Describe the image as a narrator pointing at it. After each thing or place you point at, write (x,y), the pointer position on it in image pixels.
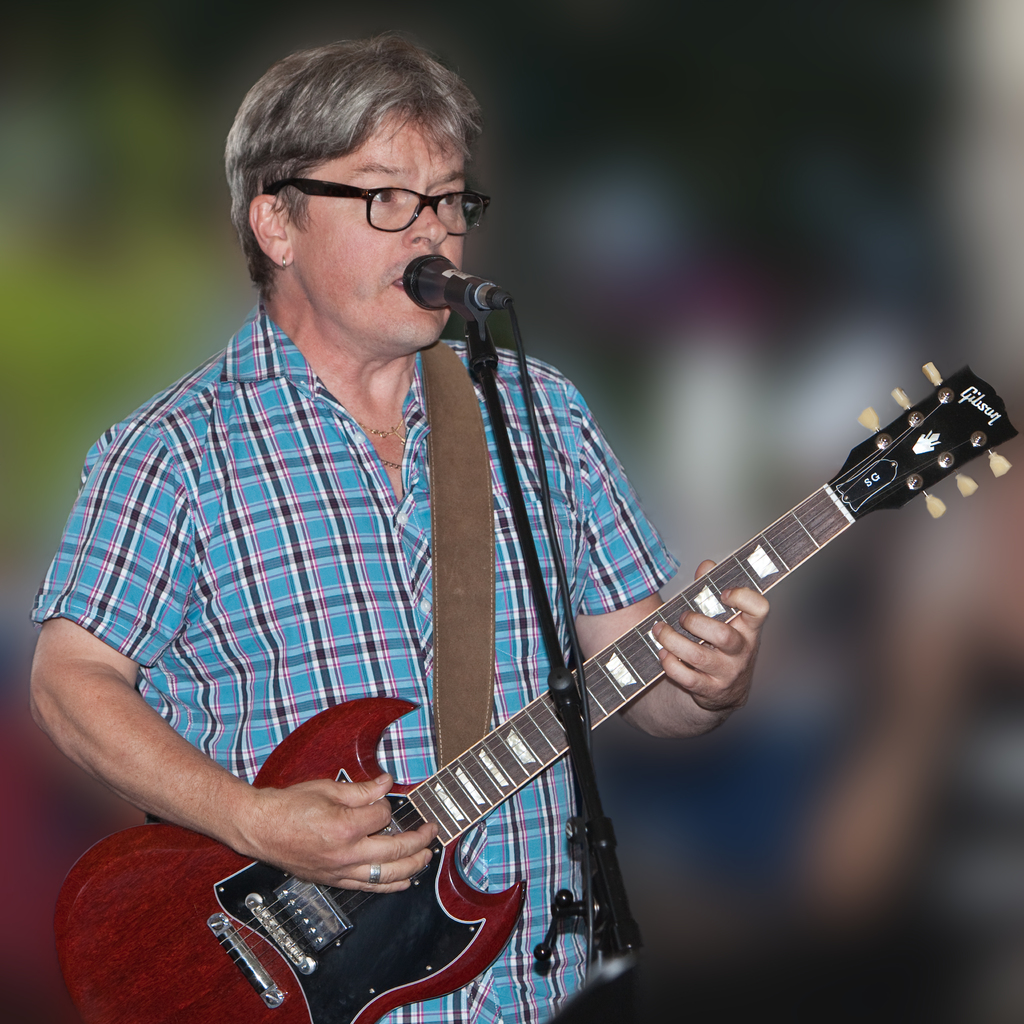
In this image i can see a man (416,256) standing and playing the guitar (442,844), singing song in a microphone (475,294).
